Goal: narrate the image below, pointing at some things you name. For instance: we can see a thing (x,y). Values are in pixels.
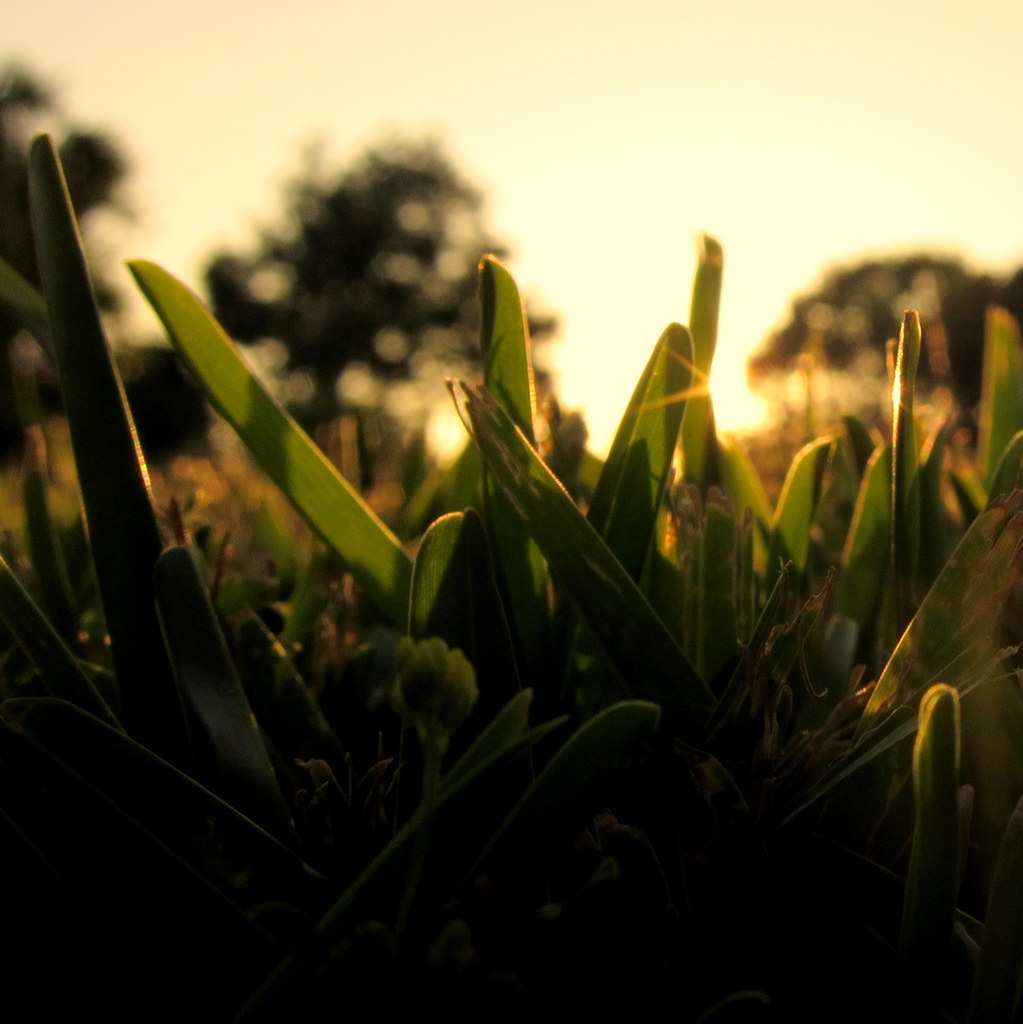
In this image there are plants (532,541), trees (823,272) and the sky (588,88).
